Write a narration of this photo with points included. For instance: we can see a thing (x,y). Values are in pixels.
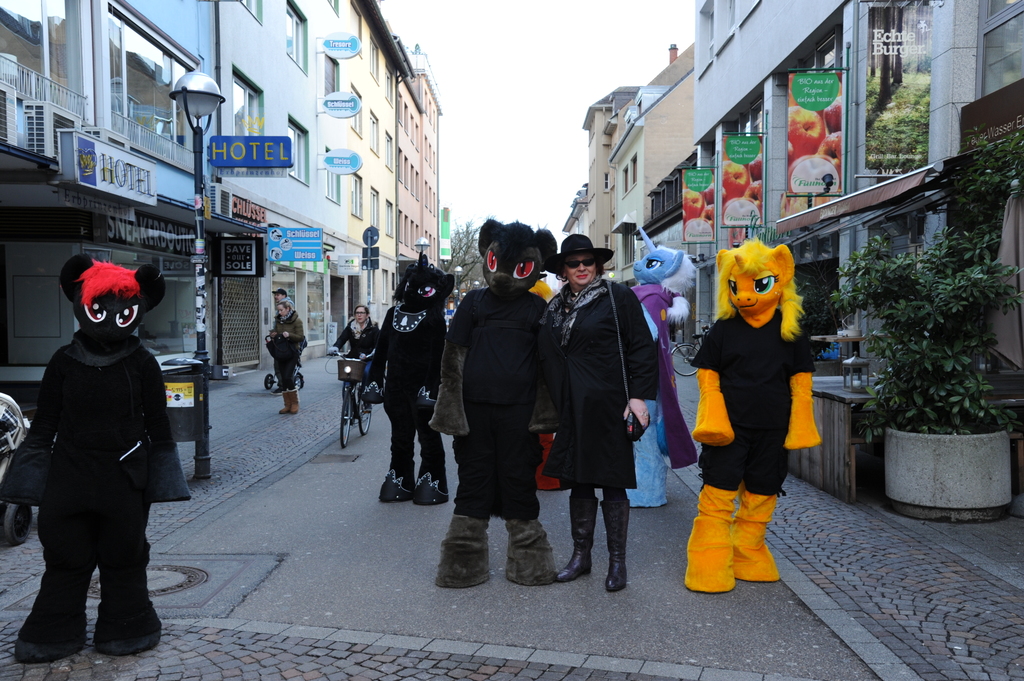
In this picture there are people (447,421), among them few people (730,337) wore costumes (447,337) and there is a woman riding bicycle (343,374). We can see plant (905,319) with pot (920,446), boards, lights (419,250), buildings (413,231), box (200,426) and poles (194,297). In the background of the image (460,219) we can see trees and sky (504,201).
